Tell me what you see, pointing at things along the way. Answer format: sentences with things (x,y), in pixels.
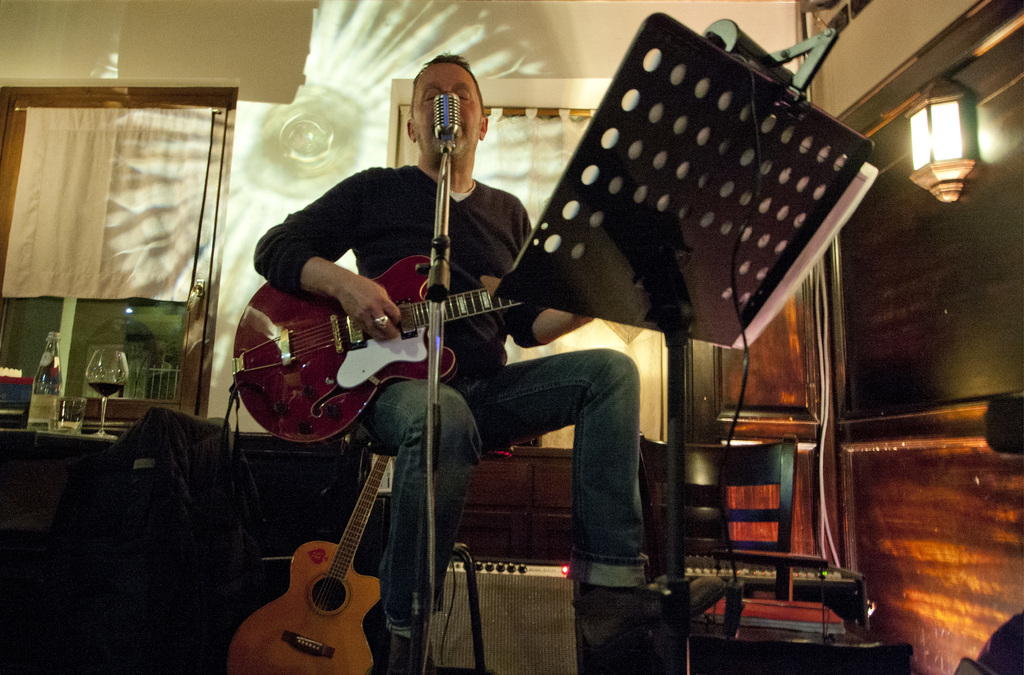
On the background (279,180) we can see wall (268,190), windows (217,179) and curtains (150,199). On the table (95,441) we can see wine glass (98,364), bottle (46,417) and empty glass (79,417). We can see a man (319,287) sitting on a stool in front of a mike (435,316) and playing guitar (420,322). This is a music stand (760,233) and we can see papers (851,209) on it. Here we can see guitar (358,589) on the floor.
